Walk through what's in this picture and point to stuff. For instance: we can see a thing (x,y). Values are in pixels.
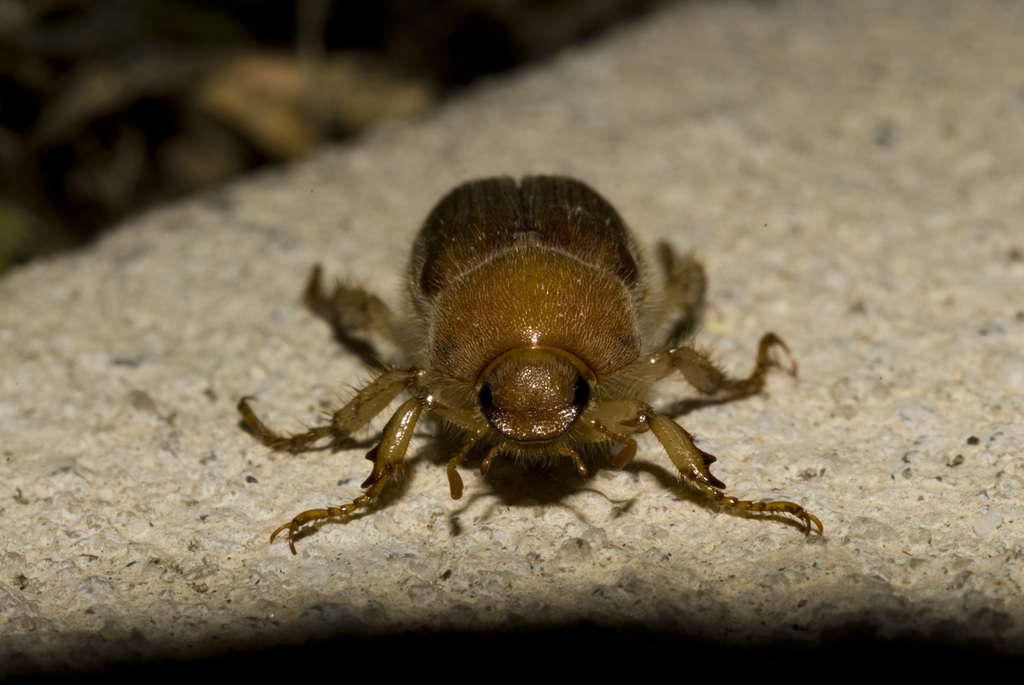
In the foreground of this picture (588,394), there is an insect (550,257) on the surface (372,212).
